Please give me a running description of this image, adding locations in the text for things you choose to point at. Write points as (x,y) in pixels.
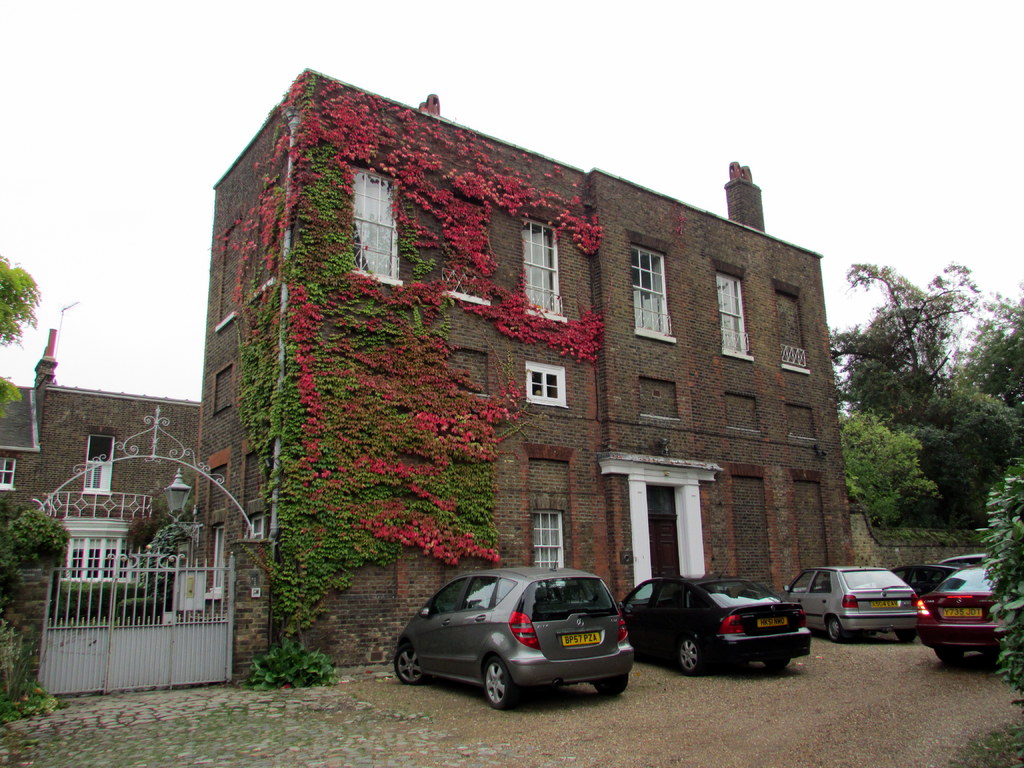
In this picture we can see a building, there are cars (691,652) in the front (691,652), on the left side (209,631) there is a gate (142,638), we can see trees (1005,429) on the right side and left side (0,383), there is the sky (558,87) at the top of the picture (624,78), we can see windows (390,263) of this building (475,375), we can also see a light (180,495) on the left side (171,504), at the bottom (275,669) there is a plant (291,658).
